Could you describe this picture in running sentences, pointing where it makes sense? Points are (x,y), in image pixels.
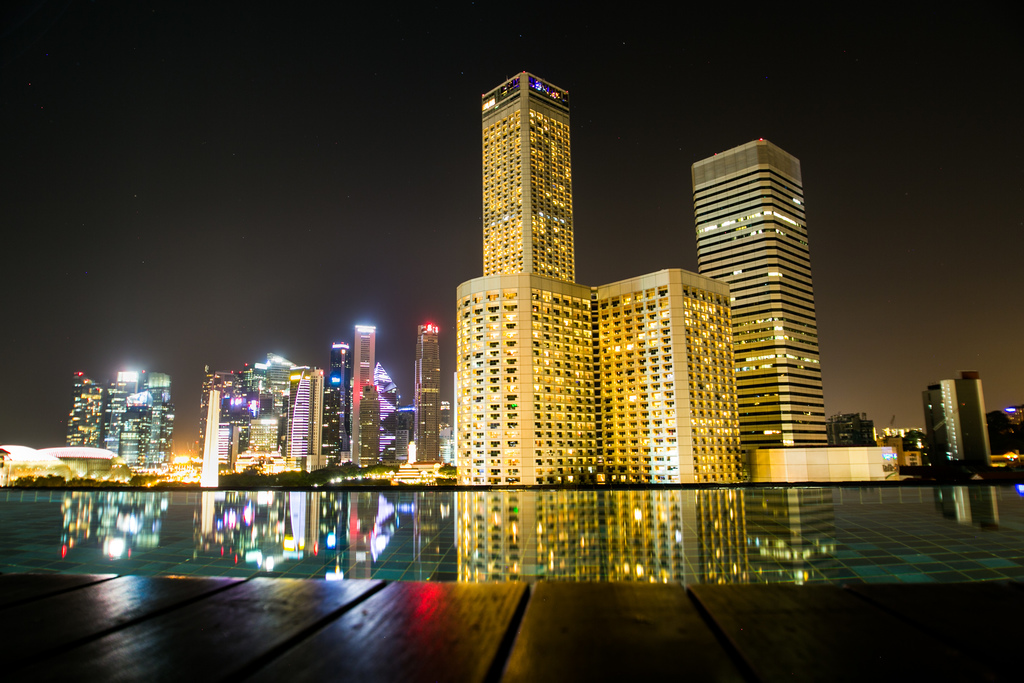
In this image, we can see some buildings (597,338). Among them, we can see some buildings (203,425) with lights (284,392). We can see some water (420,558) and the reflection (600,533) of the buildings (281,380) in the water (464,554). We can also see the ground (430,620) and the sky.
